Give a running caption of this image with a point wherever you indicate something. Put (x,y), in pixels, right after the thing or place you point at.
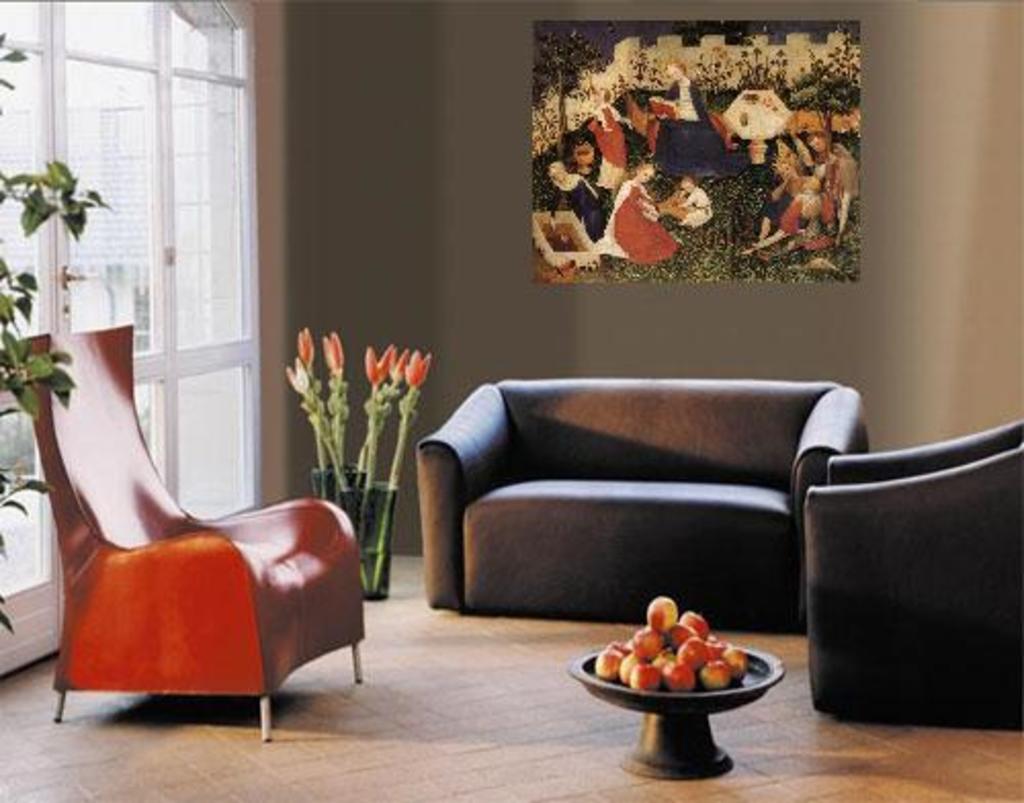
This image is clicked in a room (692,476). There are chairs (340,528) and sofa (756,578). There is a painting (672,185) on the wall (625,308). There is a plant (24,185) on the left side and in the middle (399,451). There are fruits (679,652) in the middle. There is a door (62,238) on the left side (56,117).
